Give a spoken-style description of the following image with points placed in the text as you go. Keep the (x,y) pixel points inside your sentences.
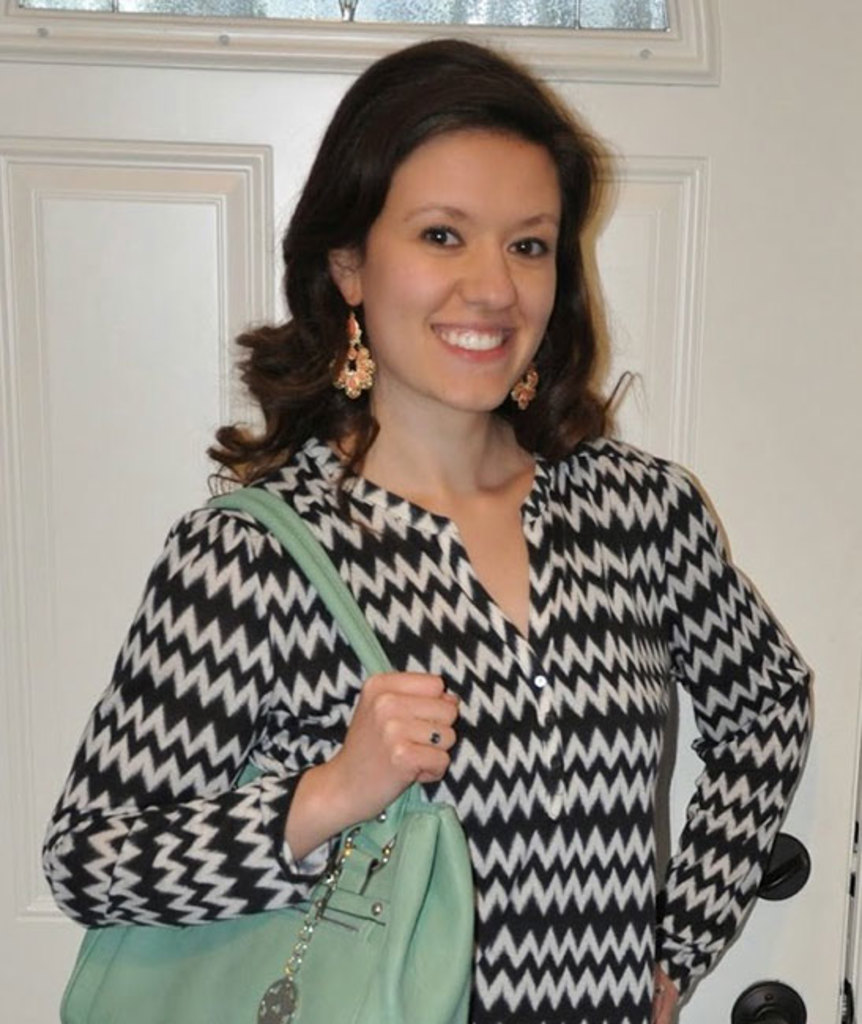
In the image there is a woman (276,646) standing in front of a door (688,347), she is smiling and she is also wearing a green hand bag (235,1017).
